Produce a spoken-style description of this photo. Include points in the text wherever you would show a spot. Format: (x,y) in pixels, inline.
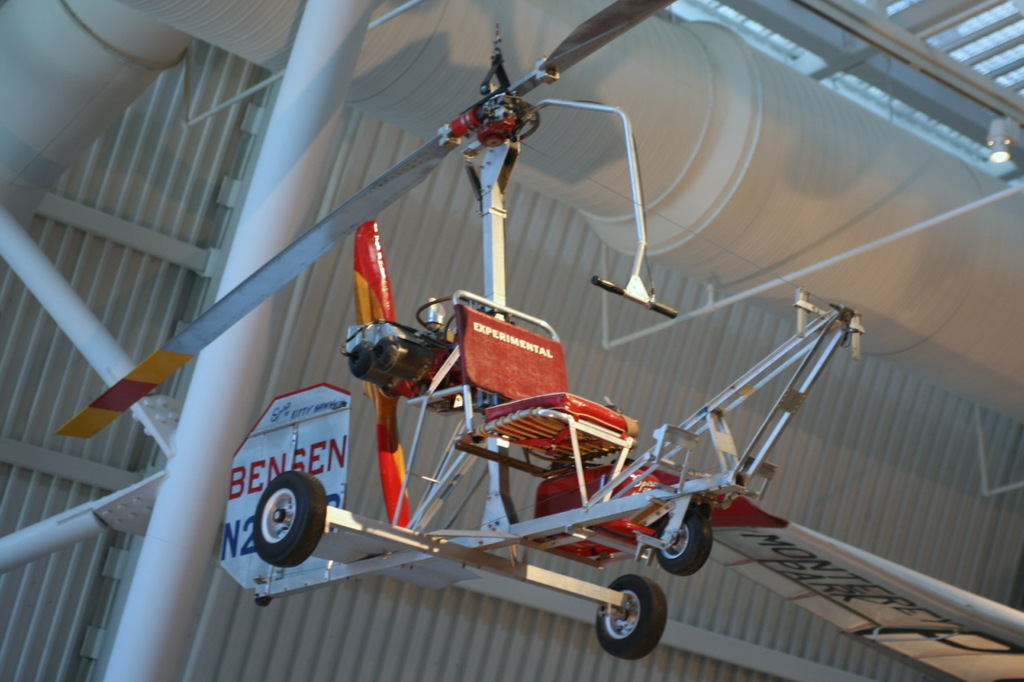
In this picture there is an aircraft (496,348), which is hanged from the roof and there is a roof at the top side of the image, there is a pole (200,507) behind the aircraft (254,538).
